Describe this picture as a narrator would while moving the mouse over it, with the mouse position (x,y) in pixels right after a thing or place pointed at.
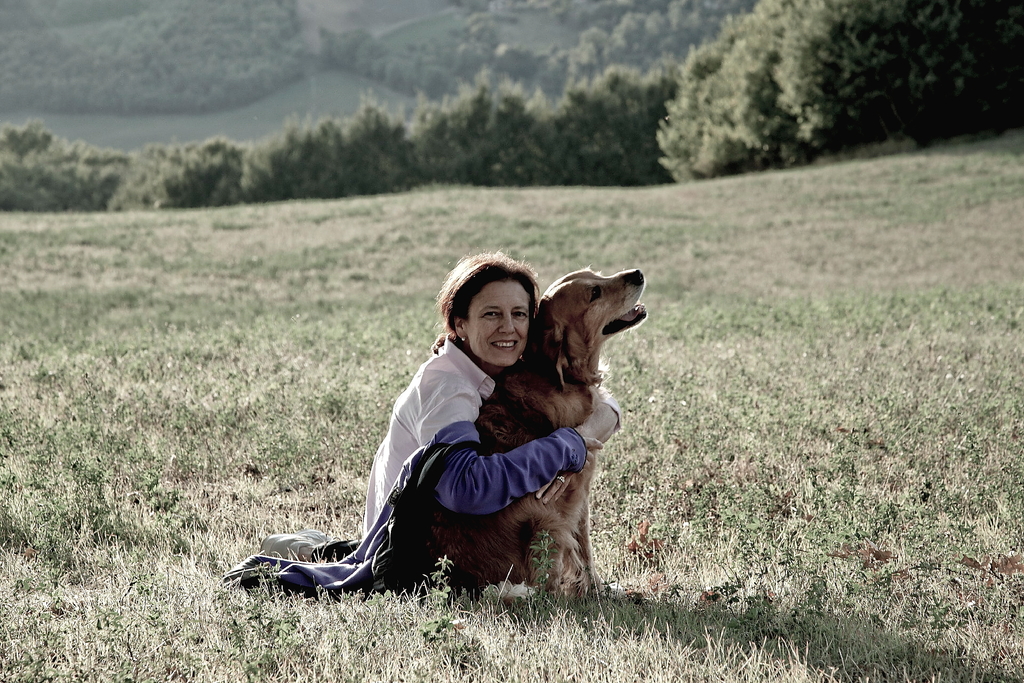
this picture shows a woman (388,474) seated and holding dog (514,386) with both her hands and we see trees (402,175) around and she wore a blue jacket (398,489) with a smile (505,345) on her face (481,342).
